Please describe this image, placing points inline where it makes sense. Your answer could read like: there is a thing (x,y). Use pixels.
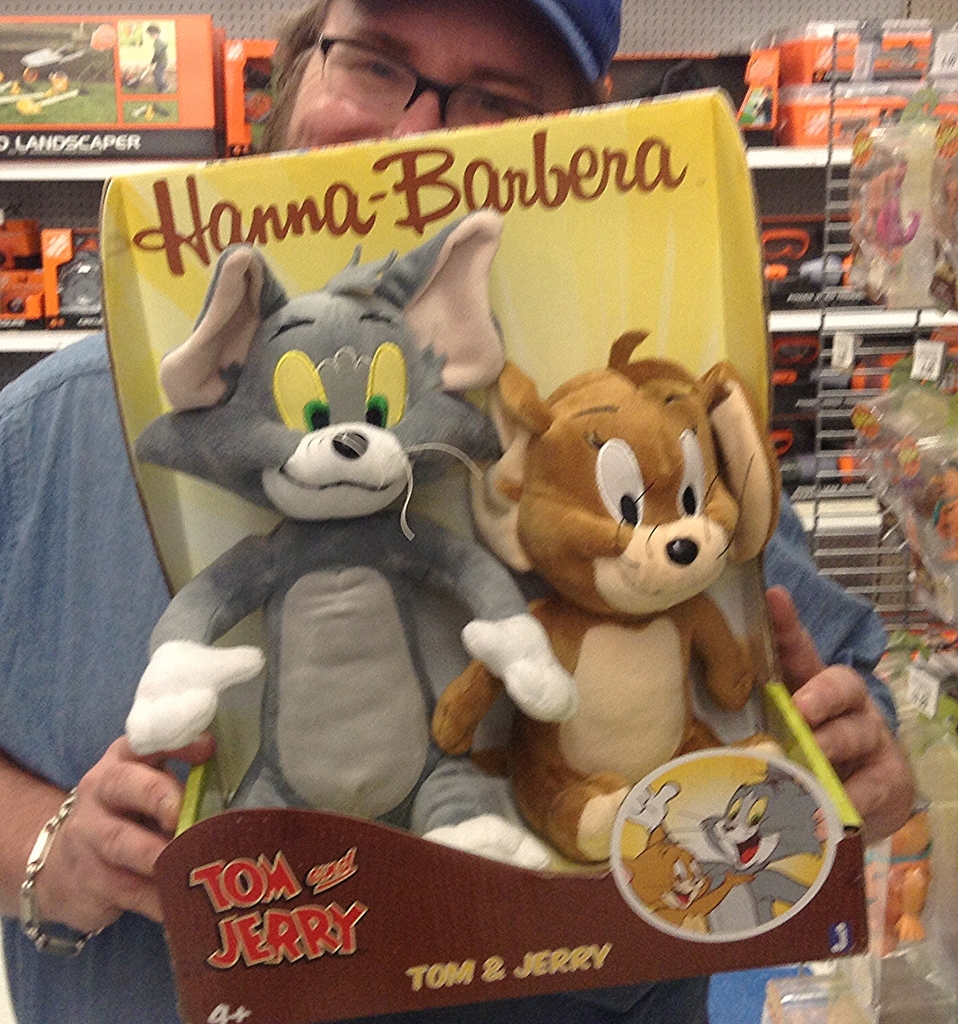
In this image there is a person (98,703) holding toys (354,679) in his hand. In the background (915,214) there are so many toys (210,116) arranged in a rack (859,338).
